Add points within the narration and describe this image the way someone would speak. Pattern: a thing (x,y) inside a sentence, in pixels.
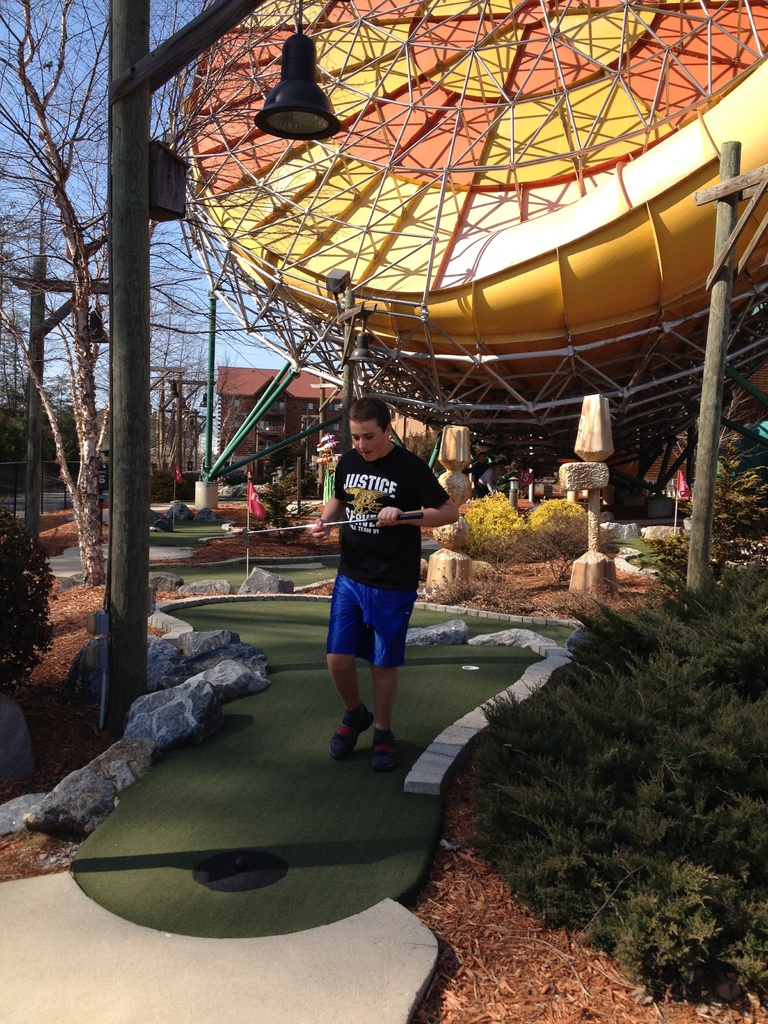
In the image a person (388,572) is walking and carrying some object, we can see a lamp (304,125) in the image and plants (614,778) and trees (83,310) are visible in the image.
